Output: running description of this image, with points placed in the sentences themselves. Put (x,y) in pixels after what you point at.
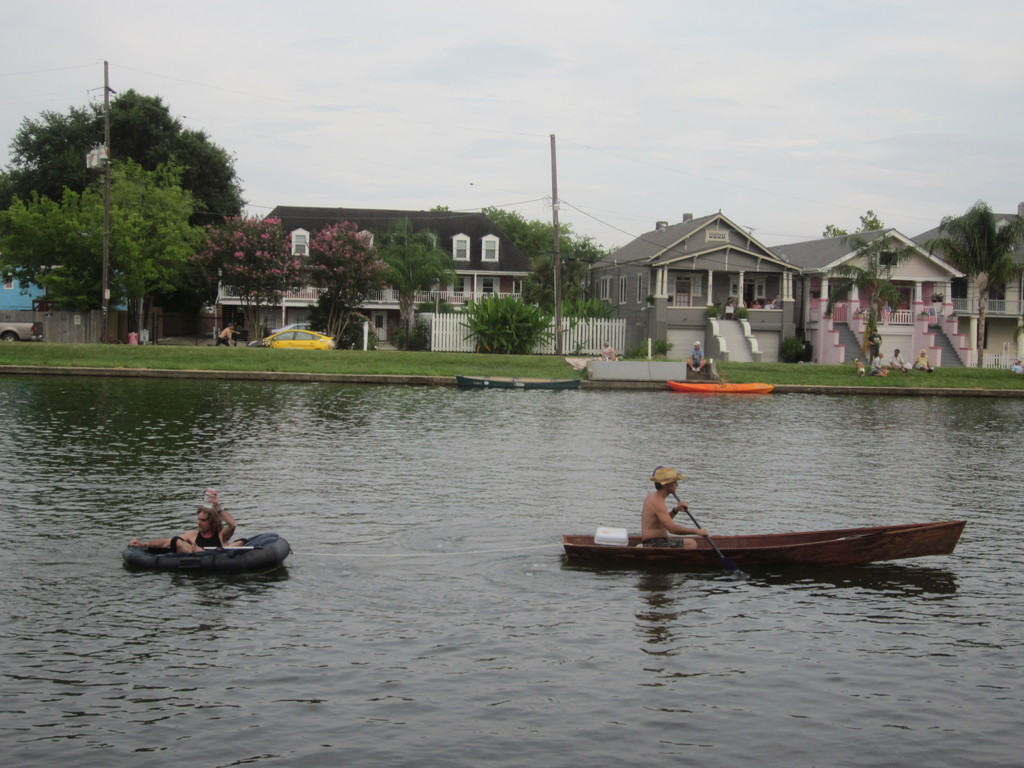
In this image we can see lake (431,516) and two people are boating in different boat (854,556). Behind the lake (525,578), the land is full of grass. And building (788,302), tree (219,255) and poles (104,210) are there. The sky (343,110) is full of clouds (350,87).
